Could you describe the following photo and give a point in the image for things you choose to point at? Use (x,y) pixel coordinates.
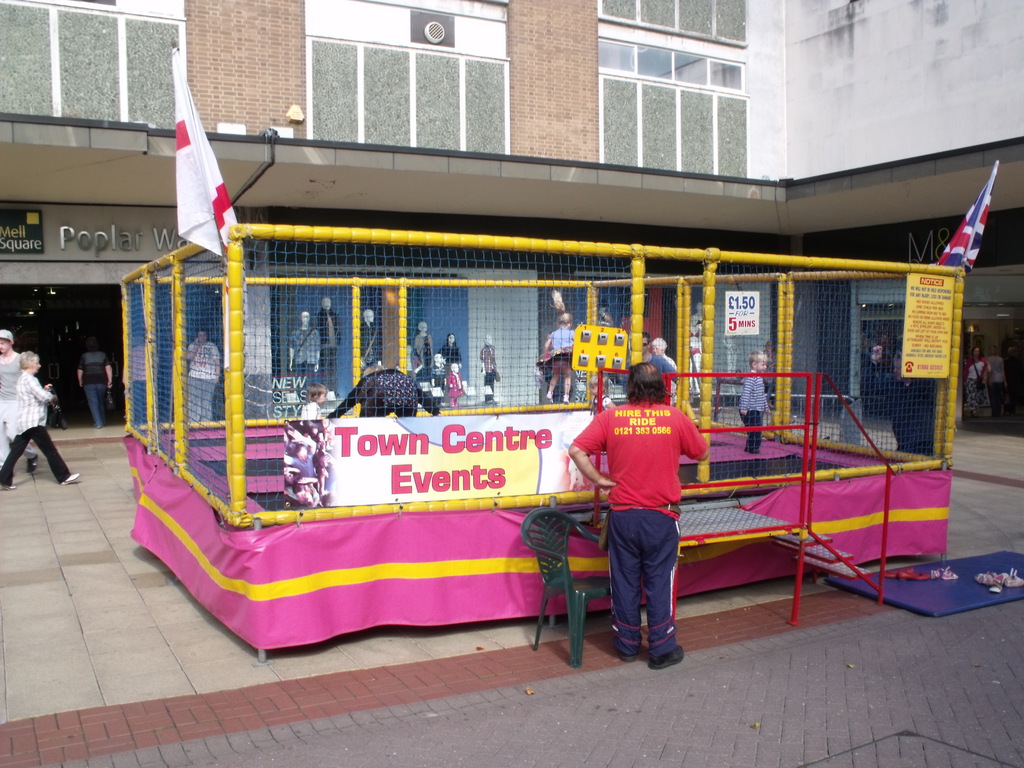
In the picture I can see a person (627,646) wearing red color T-shirt (651,493) is standing here. Here I can see the chair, steps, cage (280,455), net (291,401), children (553,368) standing in the cage (581,495), boards (578,422), flags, people (87,388) walking on the road (997,439), I can see a store (291,340), mannequins (460,348) and name boards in the background (490,322).
